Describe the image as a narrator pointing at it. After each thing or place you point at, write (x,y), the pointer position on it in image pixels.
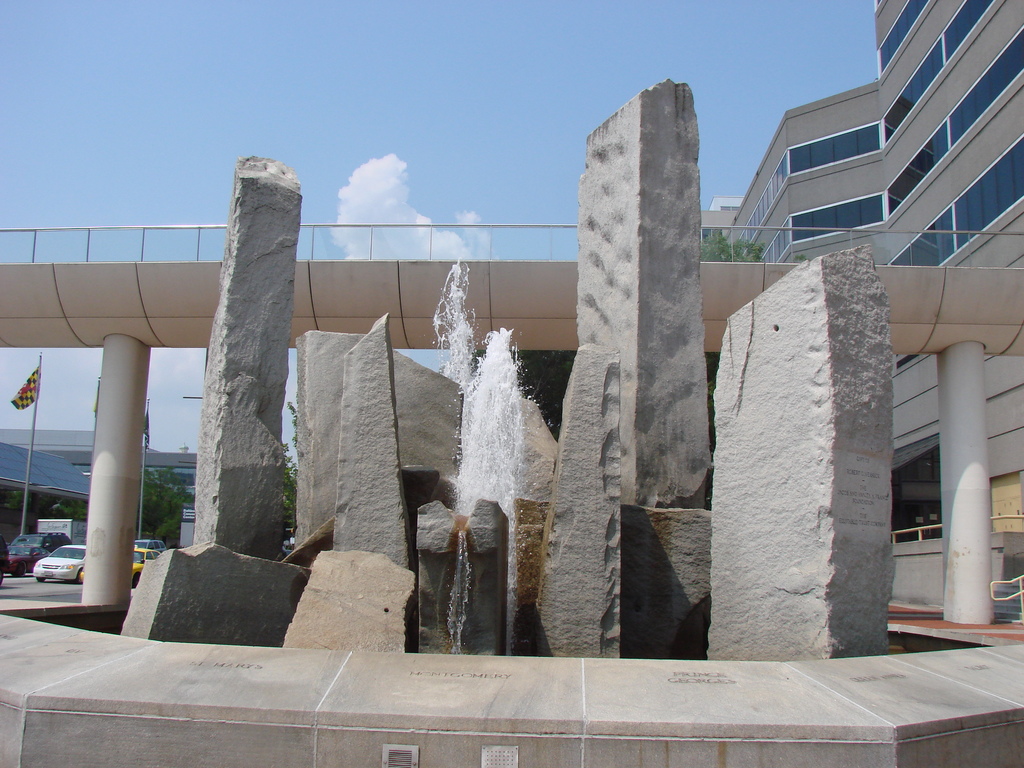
In this image I can see few rocks (529,625), in middle (472,430) I can see a fountain (470,443), background (965,140) I can see building (806,142) in gray color, few vehicles (60,533), flag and sky (413,138) in blue and white color.
